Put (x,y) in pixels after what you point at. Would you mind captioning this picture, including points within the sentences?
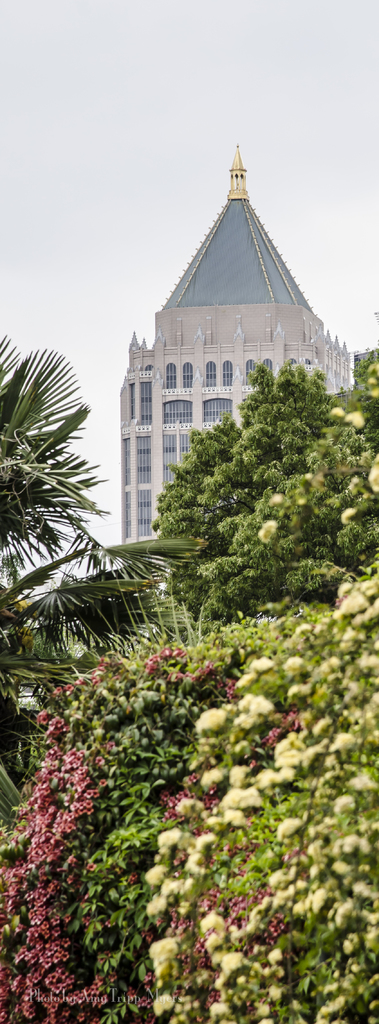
In the picture I can see flower plants (213,910), trees (356,462) and a building (161,447). In the background (156,216) I can see the sky (173,159).
